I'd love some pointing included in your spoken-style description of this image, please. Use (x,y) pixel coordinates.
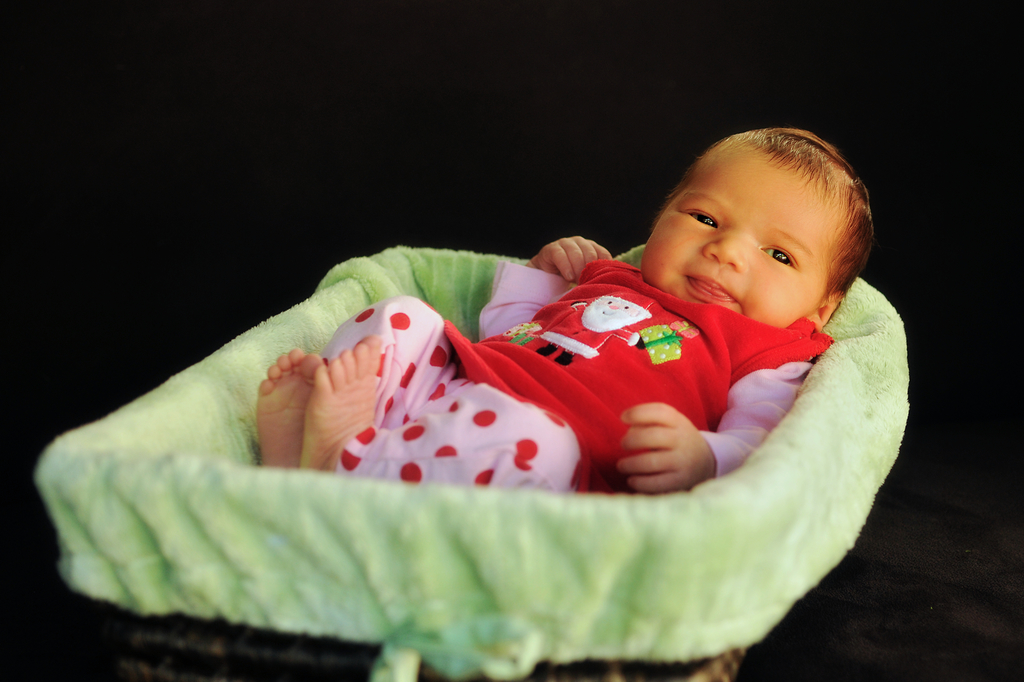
Here we can see a kid (693,412) laying on a cloth (725,507). There is a black background (936,88).
